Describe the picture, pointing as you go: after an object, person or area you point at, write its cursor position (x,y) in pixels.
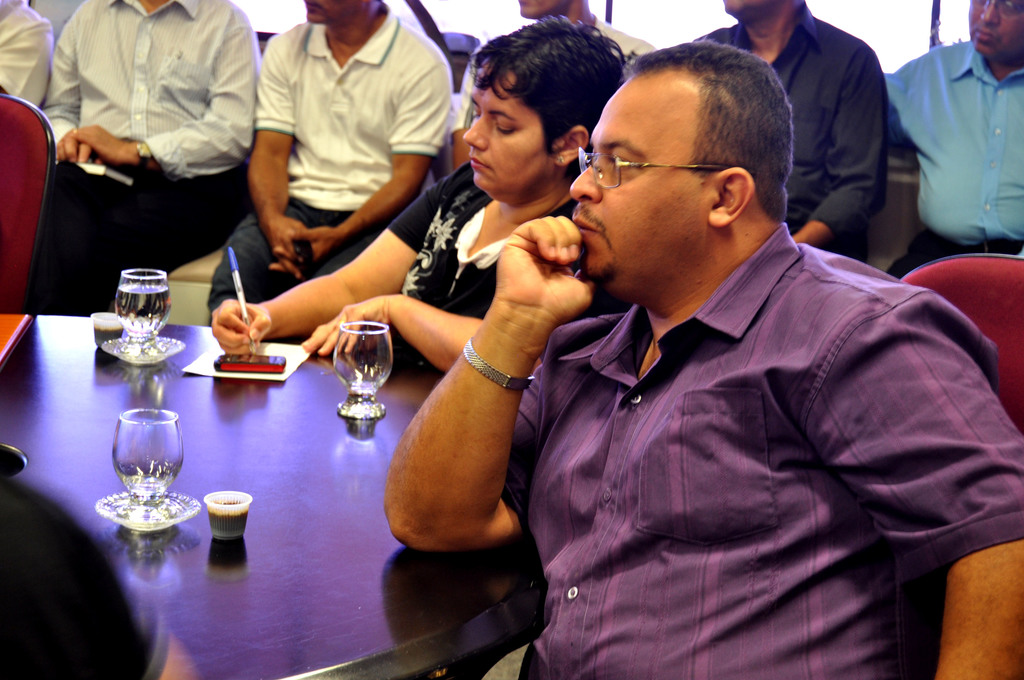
As we can see in the image there are few people (241,31) sitting on chairs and there is a table (284,544). On table (262,558) there are glasses (119,293), mobile phone (237,366), paper (212,355) and pen (235,284).
